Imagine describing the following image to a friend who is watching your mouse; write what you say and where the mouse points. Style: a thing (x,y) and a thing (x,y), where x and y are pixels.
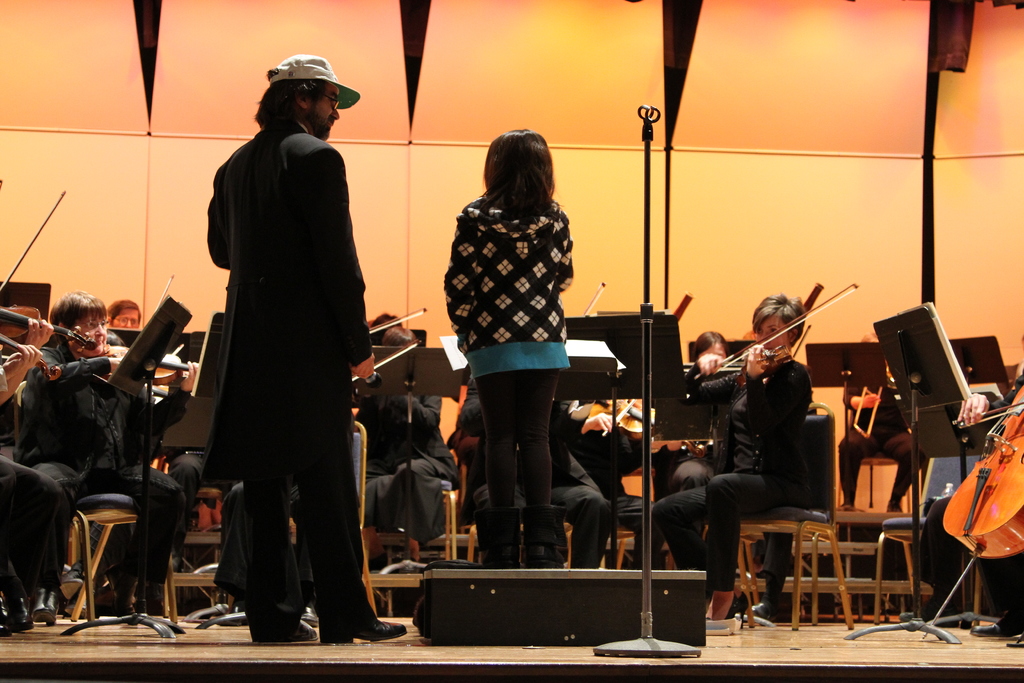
There is a girl (506,256) in the middle (523,375), standing. Beside her, there is a man (290,154) in black color suit (285,162), wearing a cap (318,63) looking at her. Before them, there are group of people (758,384), sitting and playing instruments (17,322). In the background (510,76), there is wall (205,101) which is in yellow color.
